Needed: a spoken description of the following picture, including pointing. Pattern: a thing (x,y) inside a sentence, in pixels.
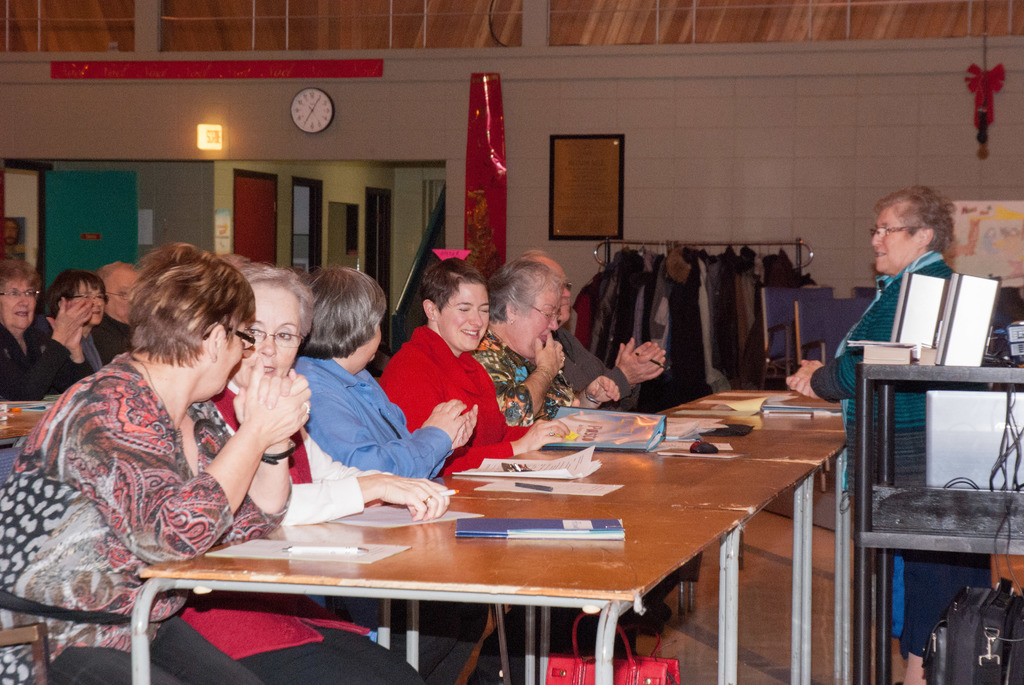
This picture is of inside. On the right (897,234) there is a Woman (880,280) standing. In the center (637,455) there is a table (615,517) on the top of which there are some papers (406,519) and some books (583,526) are placed. On the left (161,462) there are group of people (229,326) sitting on the chairs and in the center (607,248) there are some clothes (697,280) hanging to the stand (803,242) and in the background (595,153) there is a picture frame (580,148) and a wall clock (302,103) and a door (271,229).
